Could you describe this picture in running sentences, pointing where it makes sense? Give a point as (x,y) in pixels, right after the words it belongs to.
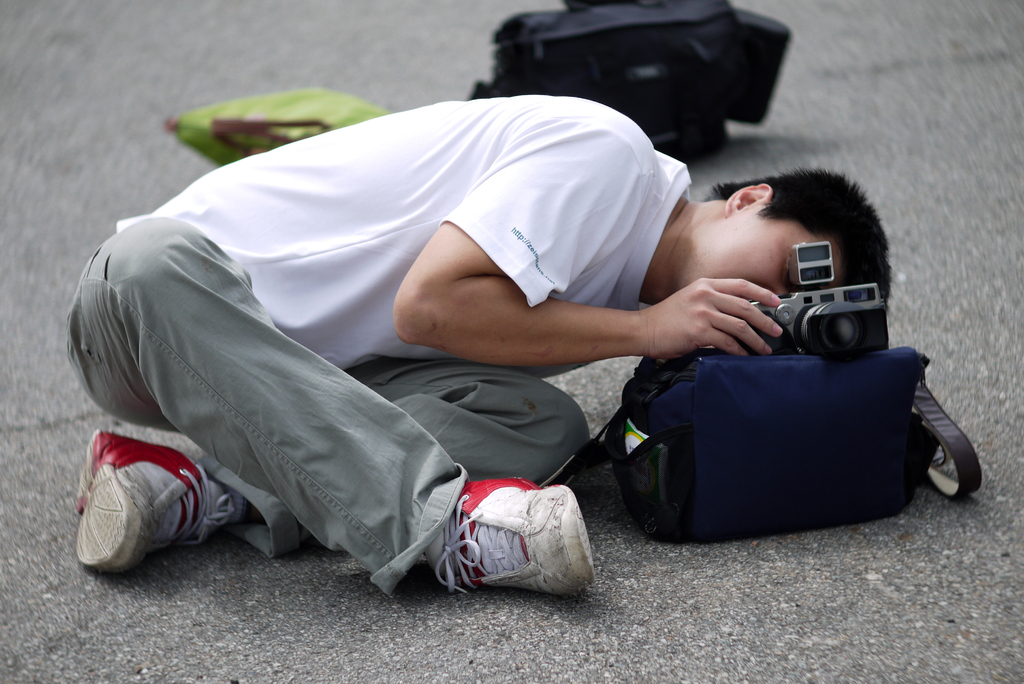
The picture is clicked on a road (720,569) where a guy (420,163) is holding a camera (811,301) which is placed on top of a blue bag (781,442) and in the background (624,93) there is also a black bag (697,134).
